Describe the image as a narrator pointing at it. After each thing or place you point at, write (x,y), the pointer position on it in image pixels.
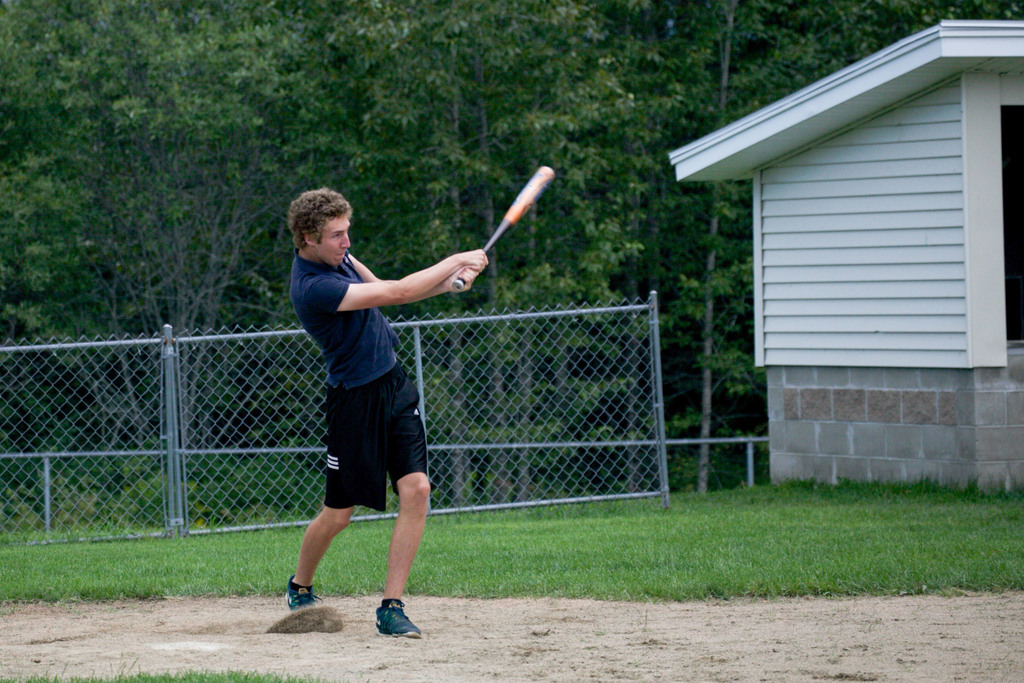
In this image we can see a person (400,536) standing on the land (369,598) holding a bat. On the backside (519,384) we can see a fence (609,450), grass (675,547), a house (820,153) with a roof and some trees (391,190).
